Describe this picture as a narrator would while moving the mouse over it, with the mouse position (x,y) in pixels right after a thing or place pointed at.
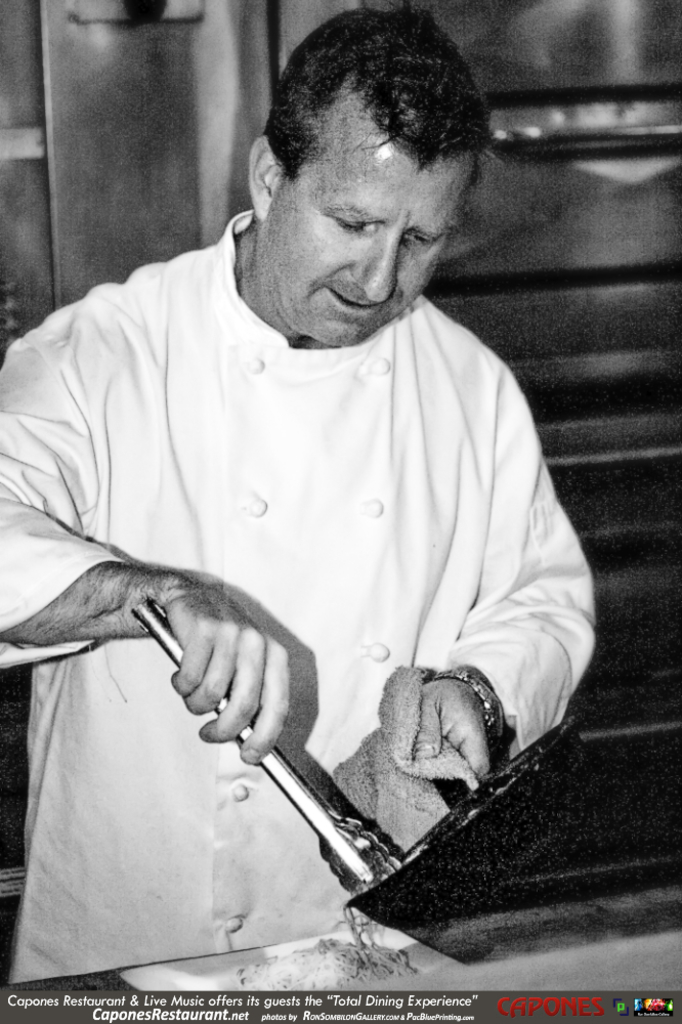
In the foreground of this picture (386,454) we can see a person (244,601) standing, holding some objects (348,851) and we can see a white color plate (206,978) containing noodles (364,957). In the background (536,90) we can see some other objects (681,695). At the bottom (588,1003) we can see the text (584,1003) on the image.
